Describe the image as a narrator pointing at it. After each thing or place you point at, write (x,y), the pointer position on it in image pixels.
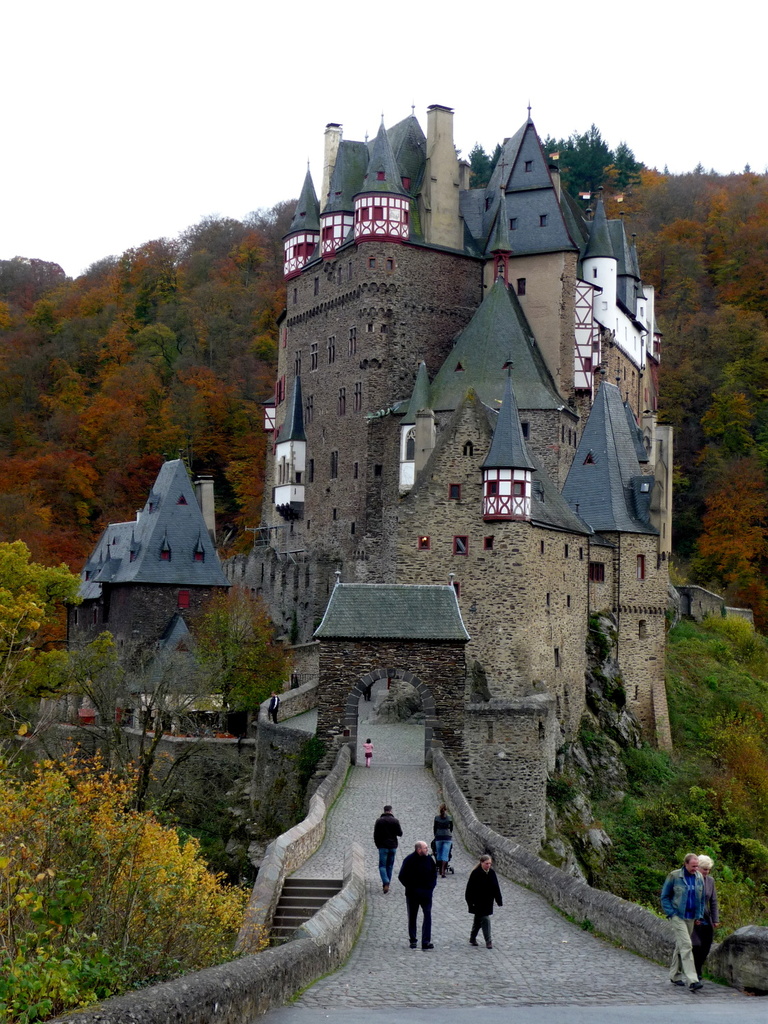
At the bottom (498,993), we see the road (513,939). On the right side (671,902), we see two people (713,924) are walking. Beside that, we see a wall (617,921). Beside that, we see the trees (650,805). In the middle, we see the people (391,859) are walking. Beside them, we see the staircase (337,895). On the left side (15,879), we see the trees (0,602). In the middle (368,625), we see an arch (350,745) and a girl (367,747) is standing. Behind the arch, we see the castles (433,483). There are trees (207,374) in the background (709,317). At the top (373,79), we see the sky (373,79).
